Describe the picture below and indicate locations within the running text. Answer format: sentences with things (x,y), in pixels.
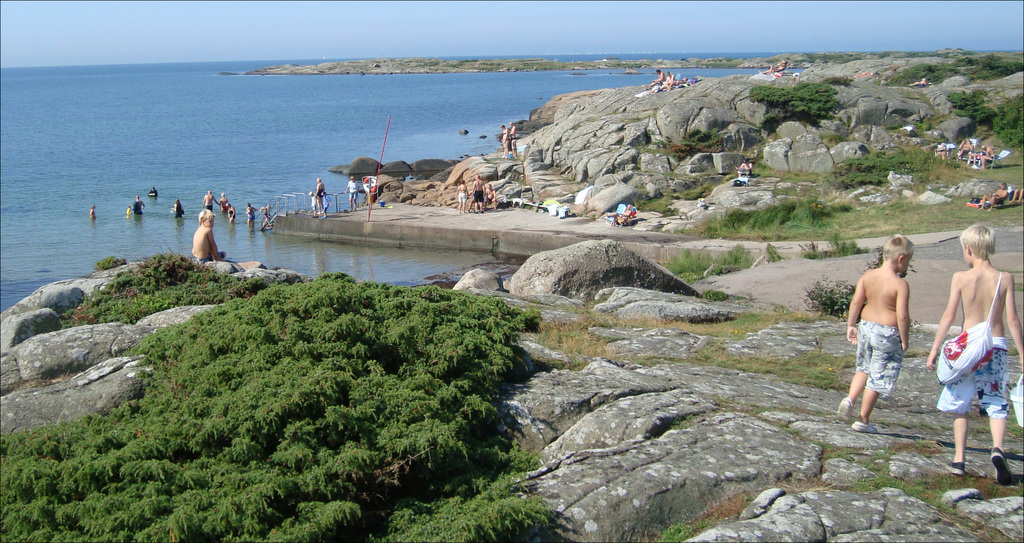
In this image we can see people (890,272) and there are rocks (706,434). On the left (292,189) there is a sea (213,174). On the right (953,148) there are chaise lounges (1014,190). In the background (239,24) there is sky (454,29). At the bottom (191,505) there is grass (748,213) and plants (241,504).
